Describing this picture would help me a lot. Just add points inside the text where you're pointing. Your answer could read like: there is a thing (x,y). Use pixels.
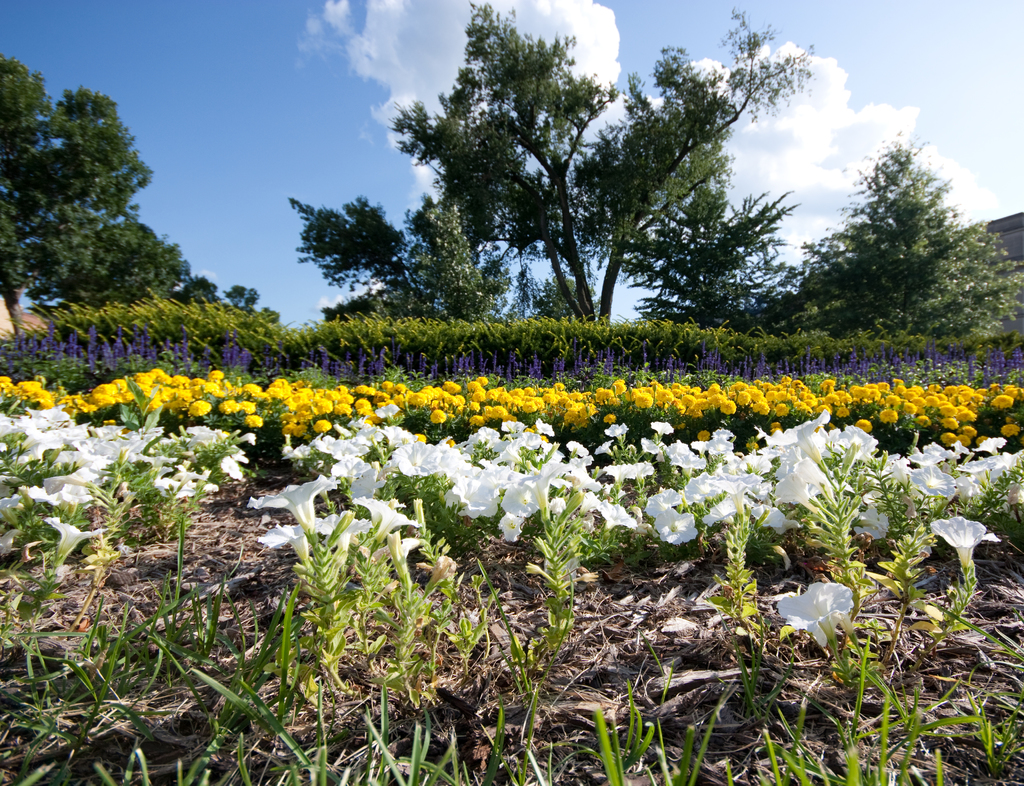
This is an outside view. At the bottom (908,559) there are many flower plants (357,480). The flowers (352,476) are in white and yellow colors. In the background (579,249) there are many trees (346,248). At the top of the image (222,118) I can see the sky (226,70) and clouds (400,38).
